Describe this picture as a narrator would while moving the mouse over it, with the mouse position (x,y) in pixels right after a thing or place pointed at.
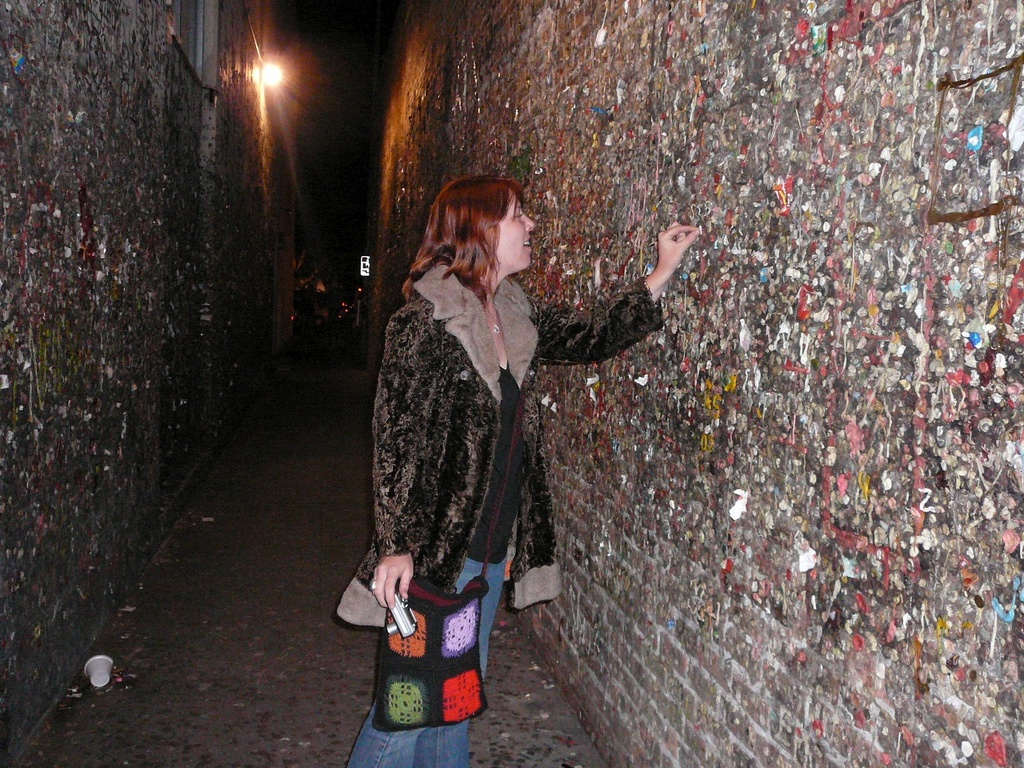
In the middle of the image (530,322) we can see a woman (438,468), she is holding a camera (408,610), in front of her we can see a wall (568,435), in the background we can find a light (262,65).
